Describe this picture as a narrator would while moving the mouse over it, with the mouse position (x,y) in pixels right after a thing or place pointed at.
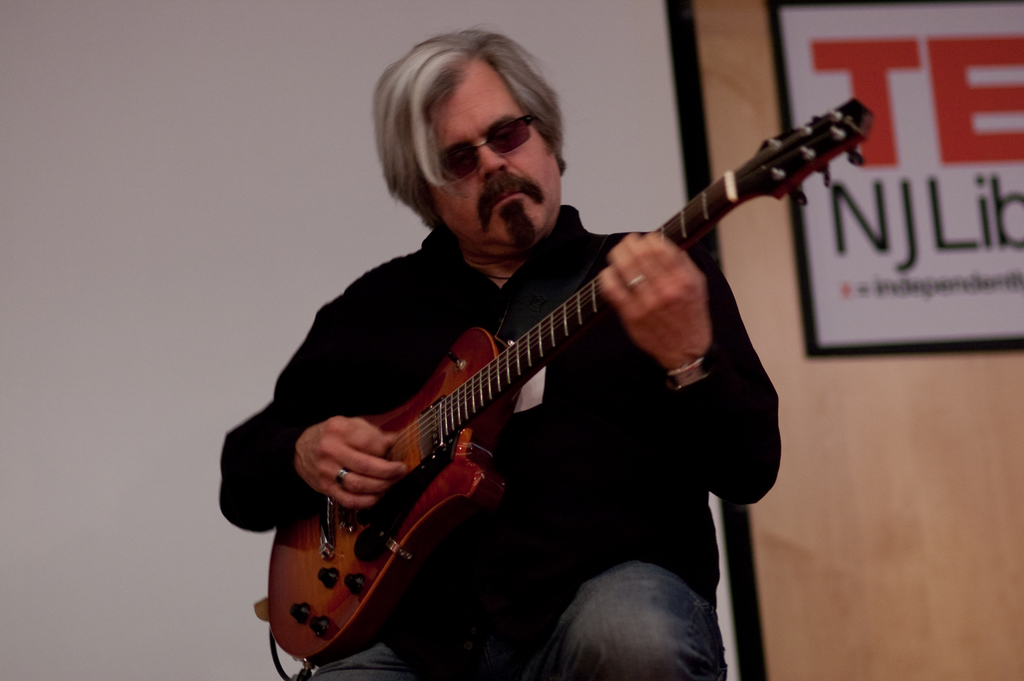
Man (389,396) here in black jacket (344,335) is playing guitar (439,498). He is wearing jeans (588,654) and also spectacles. He is wearing watch (708,353). Behind him, we see a banner (850,178) like on which text (906,227) is written on it. Behind that, we see a wall (254,220) which is white in color.
